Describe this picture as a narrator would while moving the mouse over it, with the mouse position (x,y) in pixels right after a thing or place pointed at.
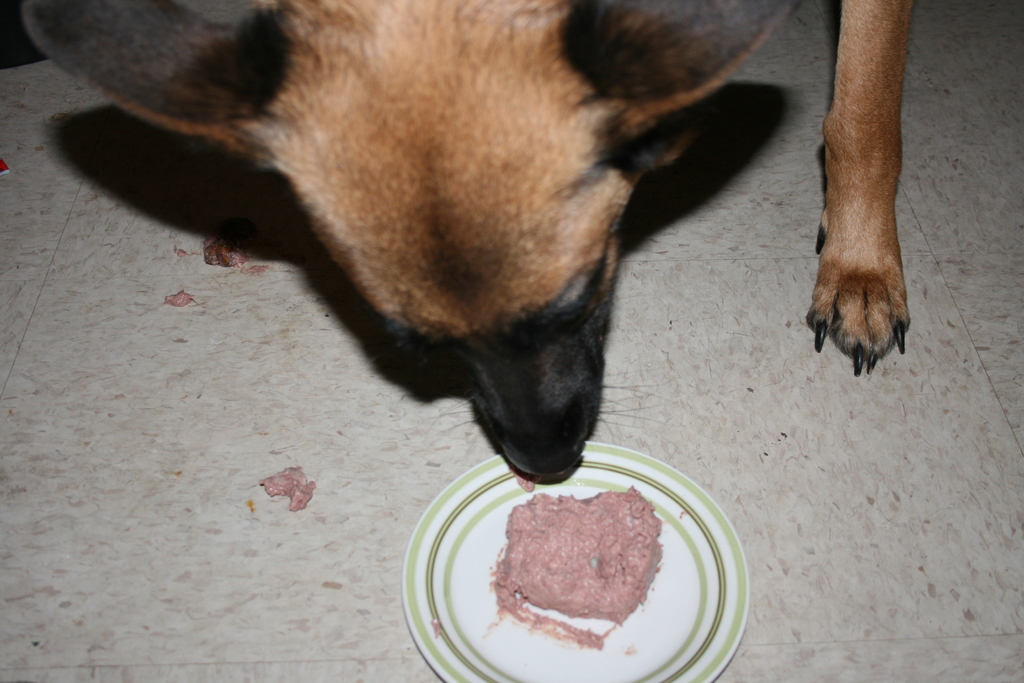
At the top of the image (494,105), there is a dog (711,90) keeping its mouth (565,463) at the plate (618,485) on which, there is a food item (636,596). This plate (682,489) is on a floor (742,515).
